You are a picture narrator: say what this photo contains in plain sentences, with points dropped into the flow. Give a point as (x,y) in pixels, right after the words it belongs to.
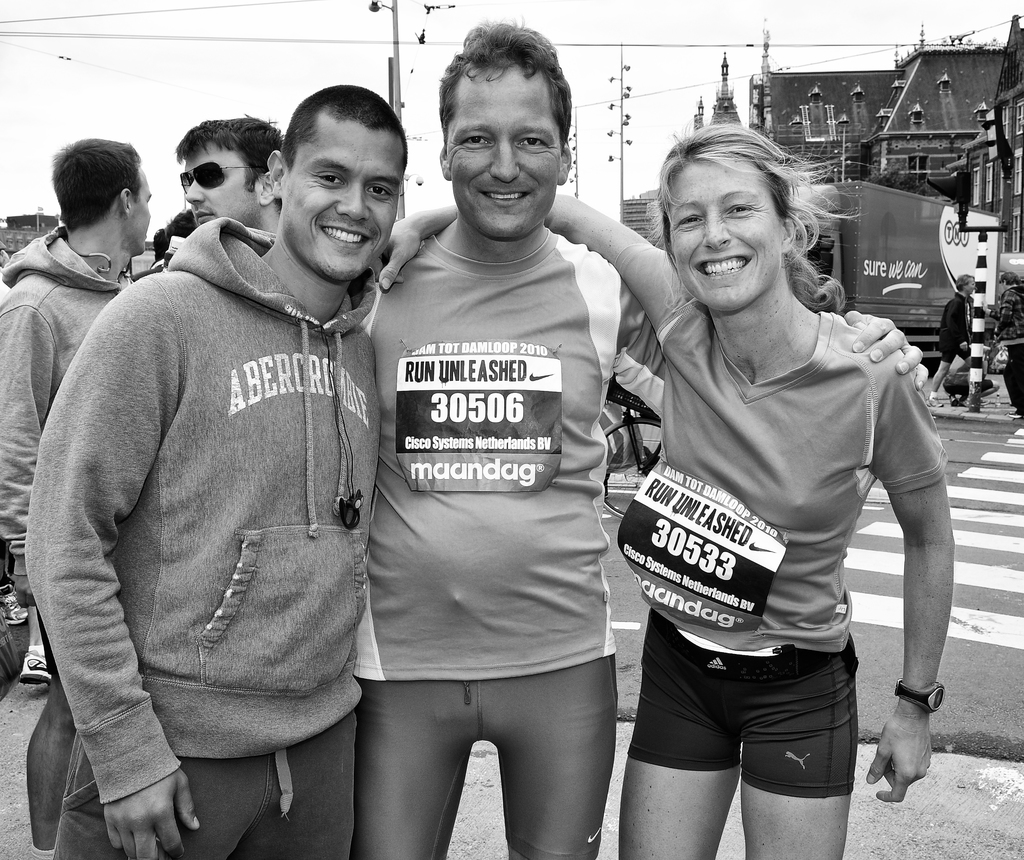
This is a black and white picture. We can see there are groups of people (474,319) standing. Behind the people (687,370), there is a vehicle (902,253), poles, cables (747,44), buildings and the sky (219,24).
